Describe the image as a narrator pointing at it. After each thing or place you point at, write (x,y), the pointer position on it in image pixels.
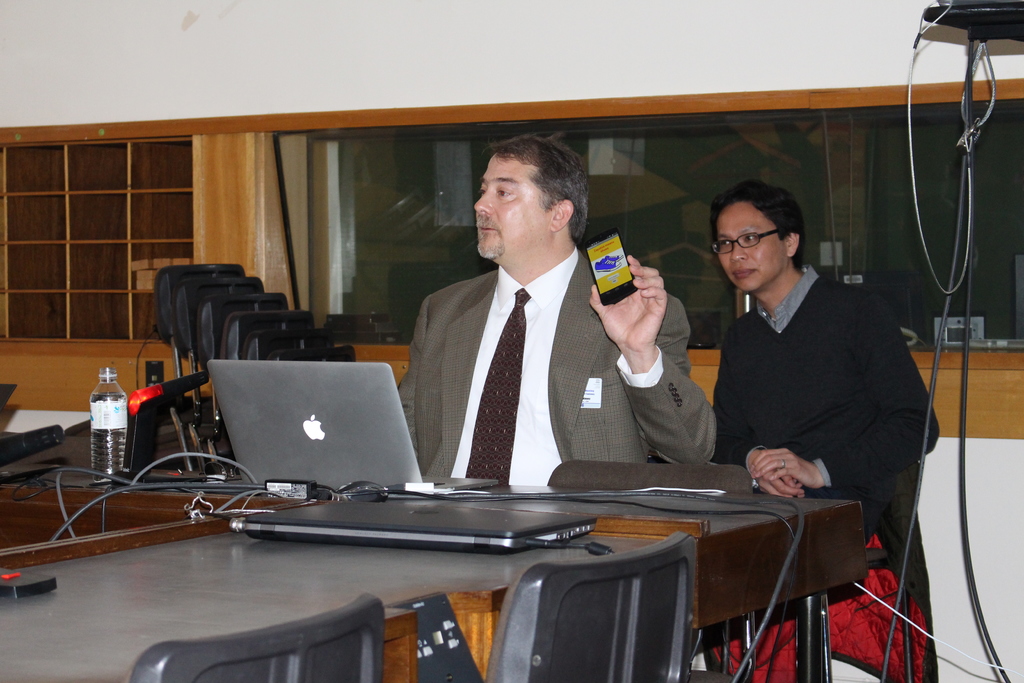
In this picture we can see a person (568,227) is just holding a phone (593,253) and he is talking something back side a man (794,348) is sitting and he is looking towards the opposite in front of them there is a table (539,551) on the table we can see a laptop (375,448) water bottle (120,407) and some wire (112,475) back side we can see a wall (540,77) and few more chairs (661,675) are there.
